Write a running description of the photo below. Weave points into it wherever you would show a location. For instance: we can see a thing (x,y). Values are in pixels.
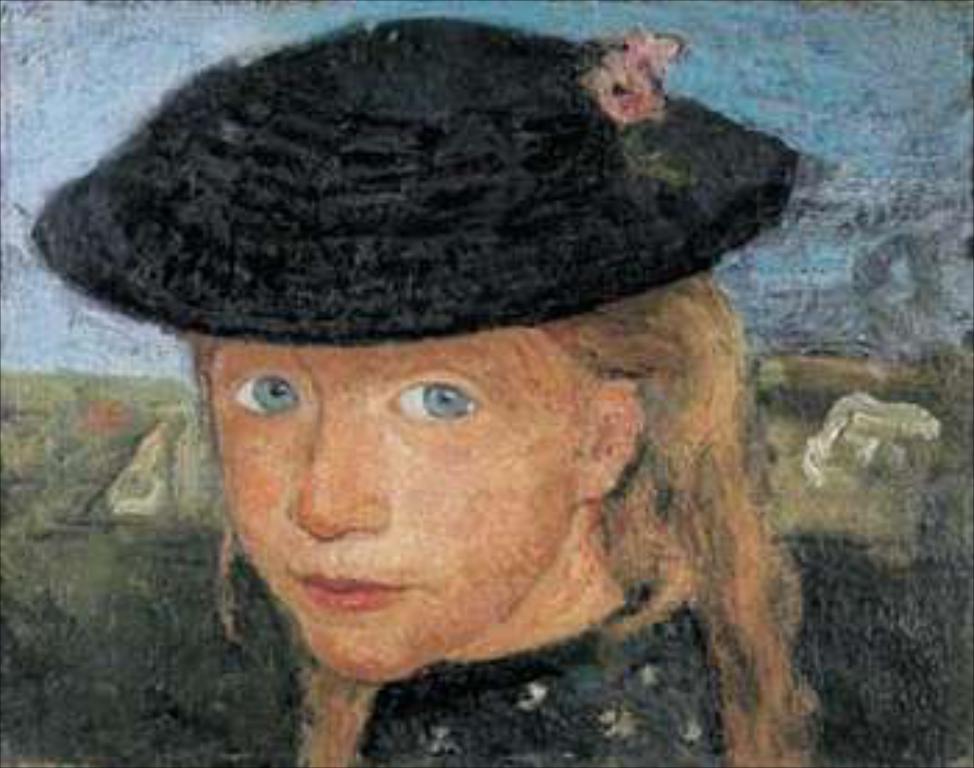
In this picture we can see a painting (357,636) of a girl (364,461) wore a cap (434,322) and in the background (868,124) we can see the sky (167,58).
